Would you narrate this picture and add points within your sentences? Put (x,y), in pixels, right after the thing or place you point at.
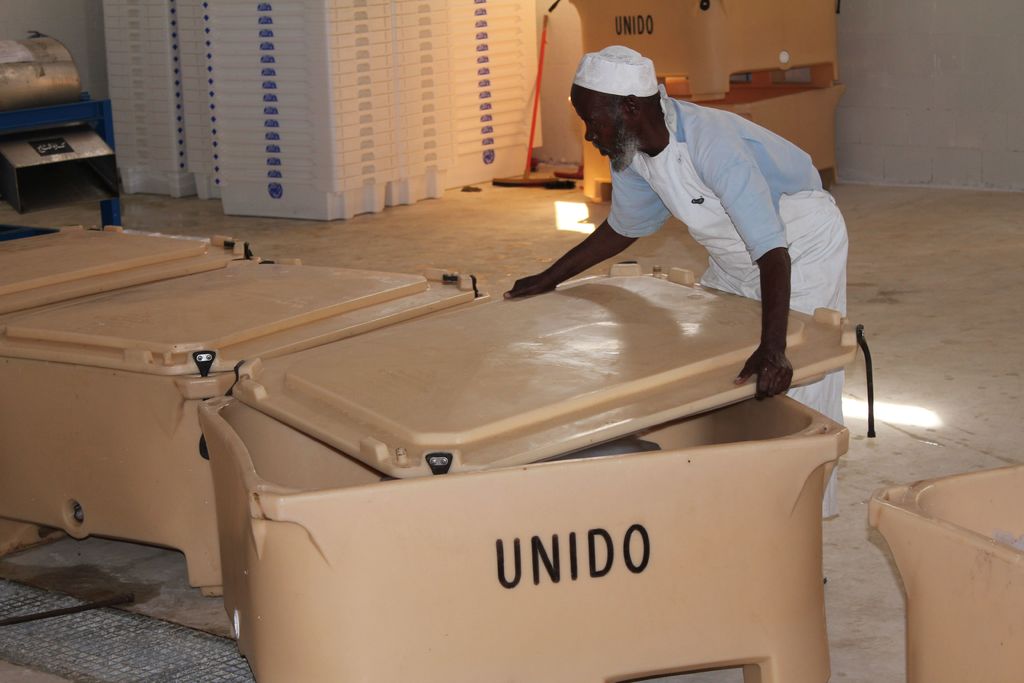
In this picture I can observe cream color boxes (197,441) placed on the floor (284,231). There is a person (657,123) on the right side (821,221), holding a plate (520,335) of the box (532,424). He is wearing a cap (592,71) on his head (635,114). In the background (880,114) there is a wall (901,93).
